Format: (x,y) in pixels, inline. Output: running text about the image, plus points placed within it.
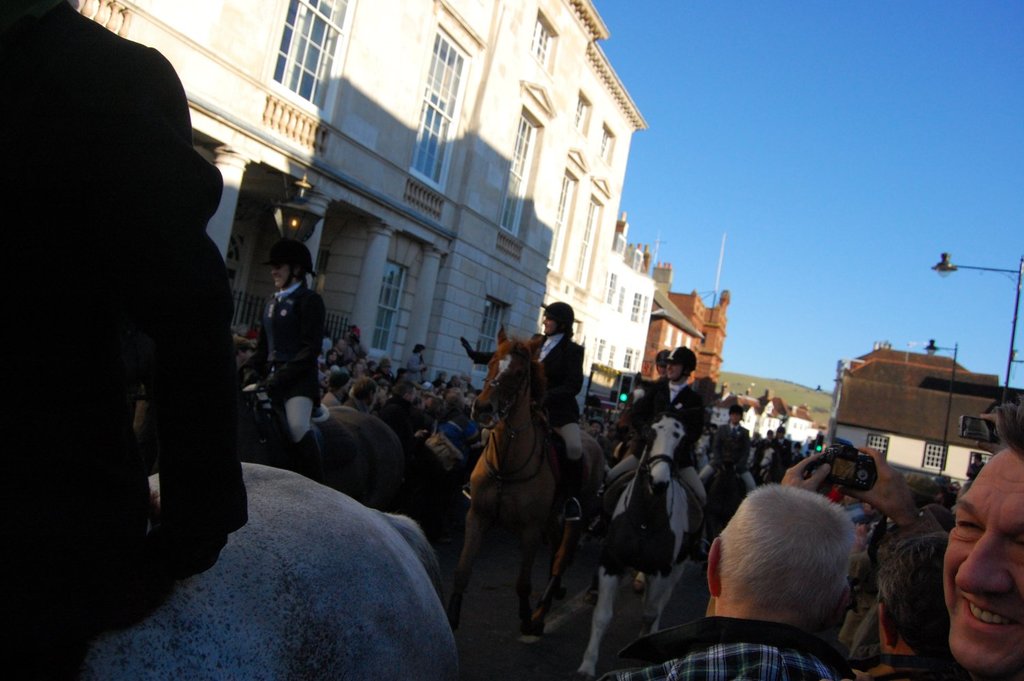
In this image I can see few buildings (403,22), windows (440,94) and light-poles (944,258). I can see few people (444,399) and few people (671,410) are sitting on the horses (666,429) and one person (871,496) is holding camera (845,465). The sky (855,148) is in blue color.
